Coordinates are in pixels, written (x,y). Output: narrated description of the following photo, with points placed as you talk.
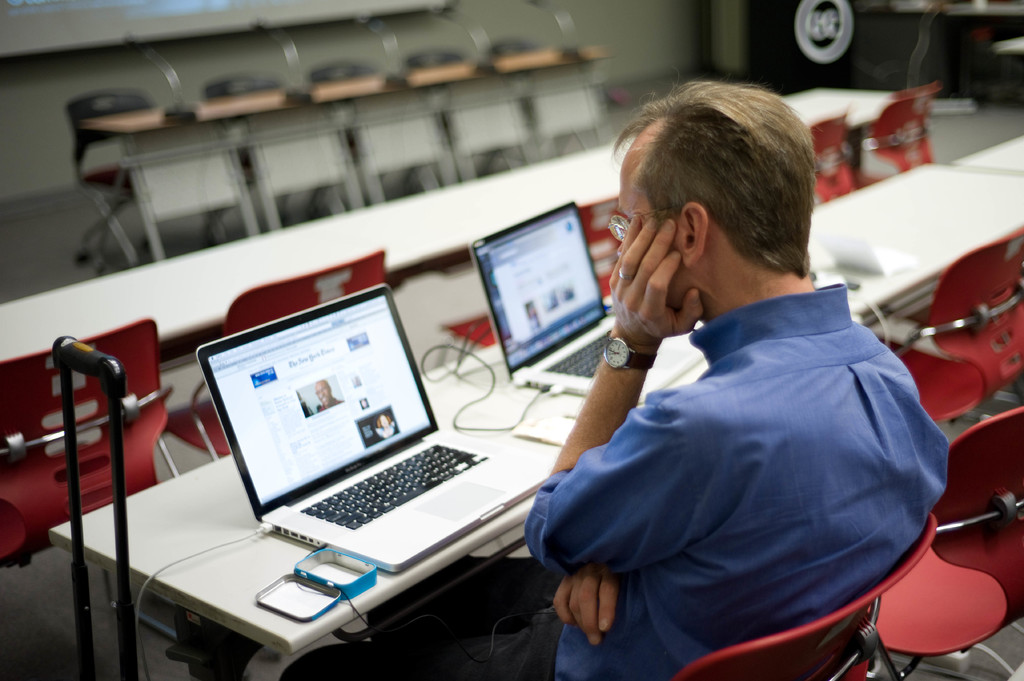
This man (767,529) is sitting on a chair (796,631). In-front of this man (827,386) there is a table (267,578). On a table (255,571) there is a box (336,569) and laptops (436,472).
